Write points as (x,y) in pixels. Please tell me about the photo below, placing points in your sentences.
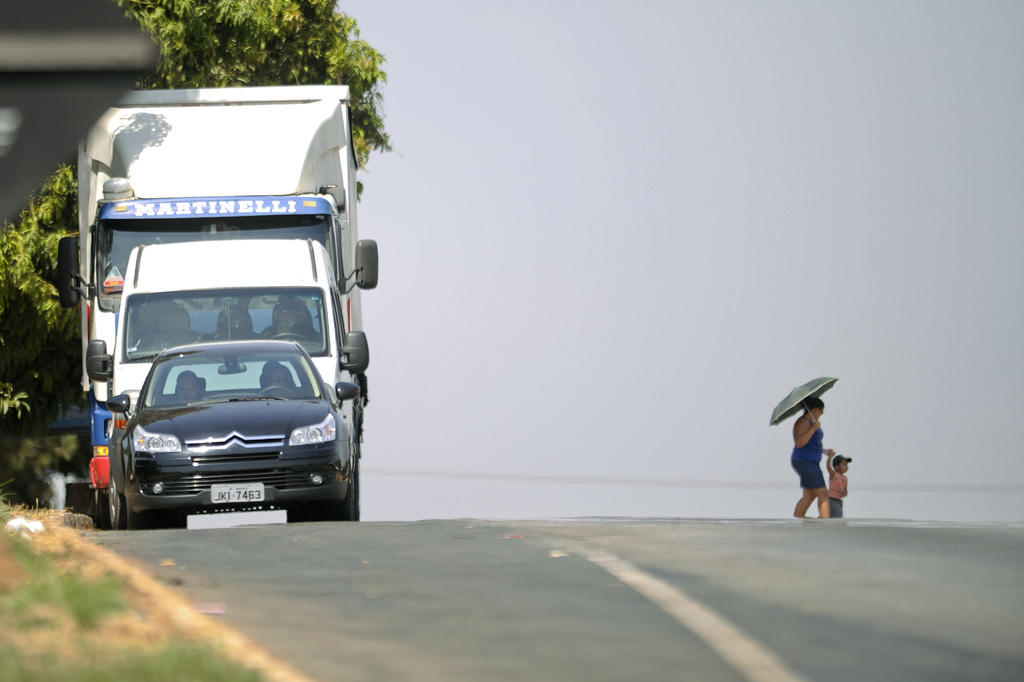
At the left bottom of the image (95,602) there is grass (65,660) on the ground (11,614). And in the middle of the image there is a road (485,565). On the road (314,587) to the left side (155,395) there is a black car (219,388). Behind the car (212,431) there is a truck (191,136). Behind the truck (156,98) there is a tree (278,85). On the road (207,574) to the right side (813,448) there is a lady (807,423) with blue dress (811,441) is walking and also she is holding the kid (844,469) in her hand (830,450). And in the background (824,261) there is a sky (477,279).
